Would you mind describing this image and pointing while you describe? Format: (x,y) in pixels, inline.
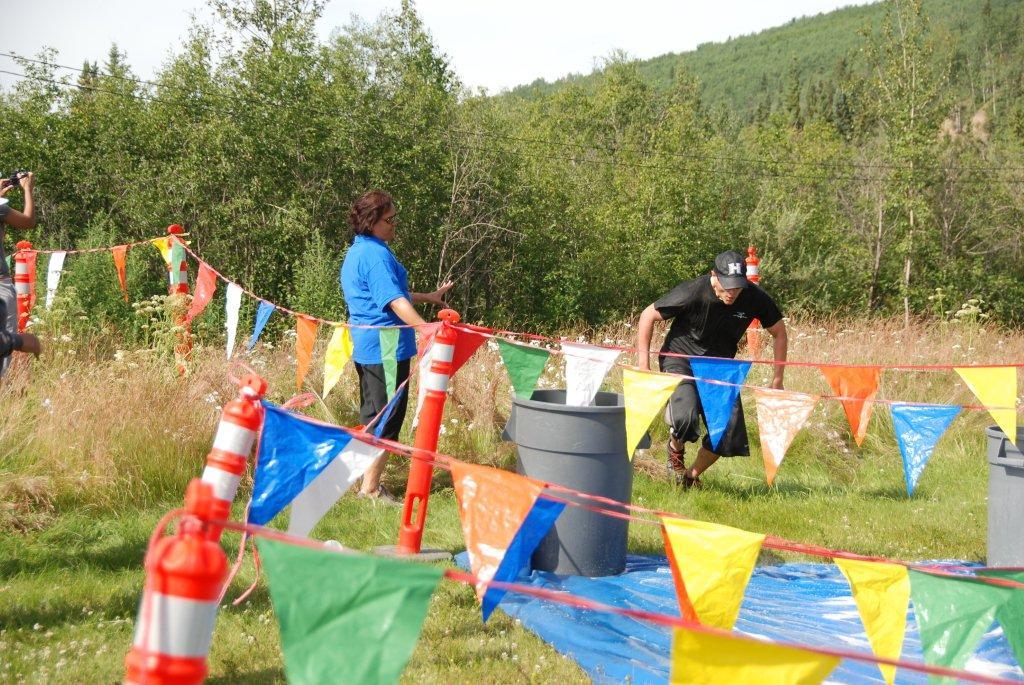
In this picture I can see decorative flags (508,527) on a string (434,459). I can see a few people (374,309) standing on green grass (706,477). I can see trees (488,210) in the background (615,201). I can see the hill (703,53). I can see clouds (533,54) in the sky (519,57).
